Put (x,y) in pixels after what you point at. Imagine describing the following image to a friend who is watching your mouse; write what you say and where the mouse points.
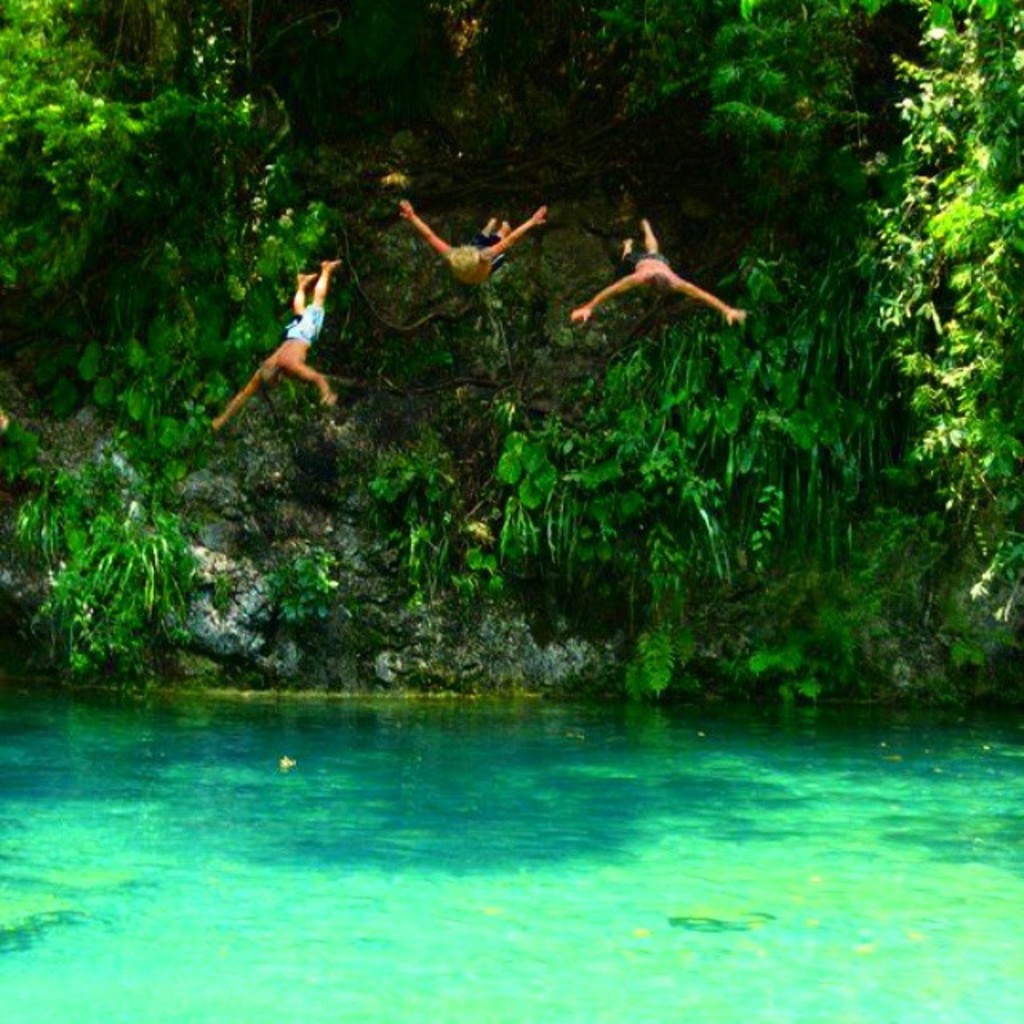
This image is clicked outside. There is water (504,855) at the bottom (529,941). There are trees (50,306) in the middle (645,515). There are three persons (443,246) jumping into that water (249,796).
